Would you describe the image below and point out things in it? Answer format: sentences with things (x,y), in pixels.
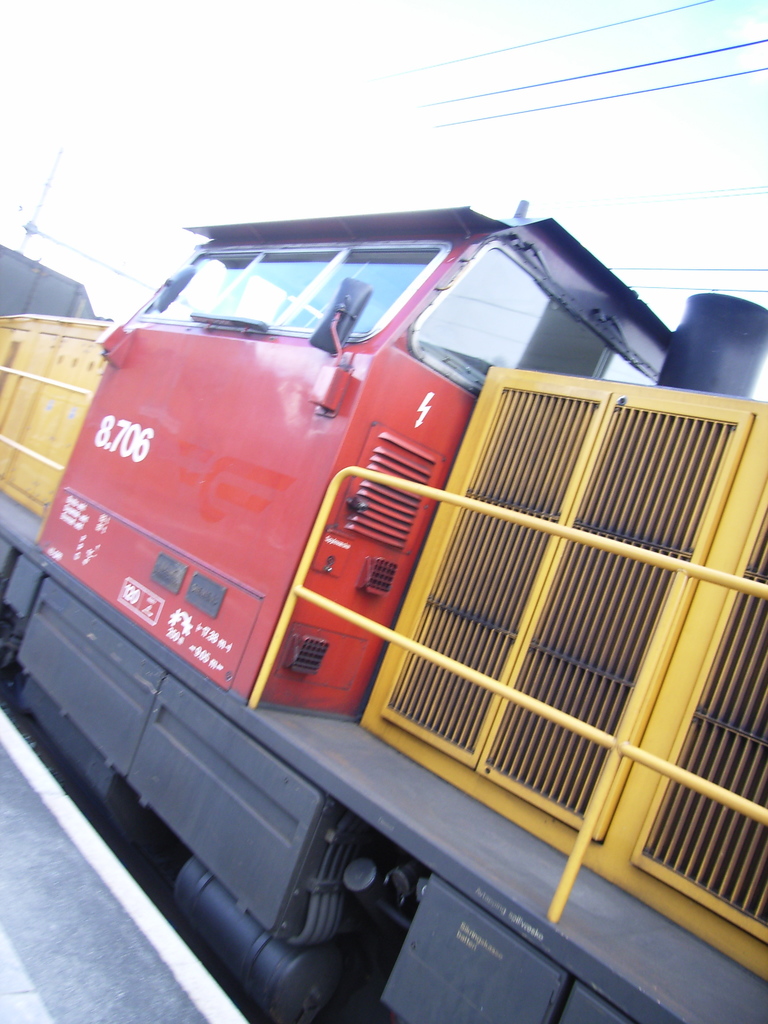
In this image there is a train (271,789) on the track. In the background (202,138) there are a few cables (641,66) and the sky (477,172).
